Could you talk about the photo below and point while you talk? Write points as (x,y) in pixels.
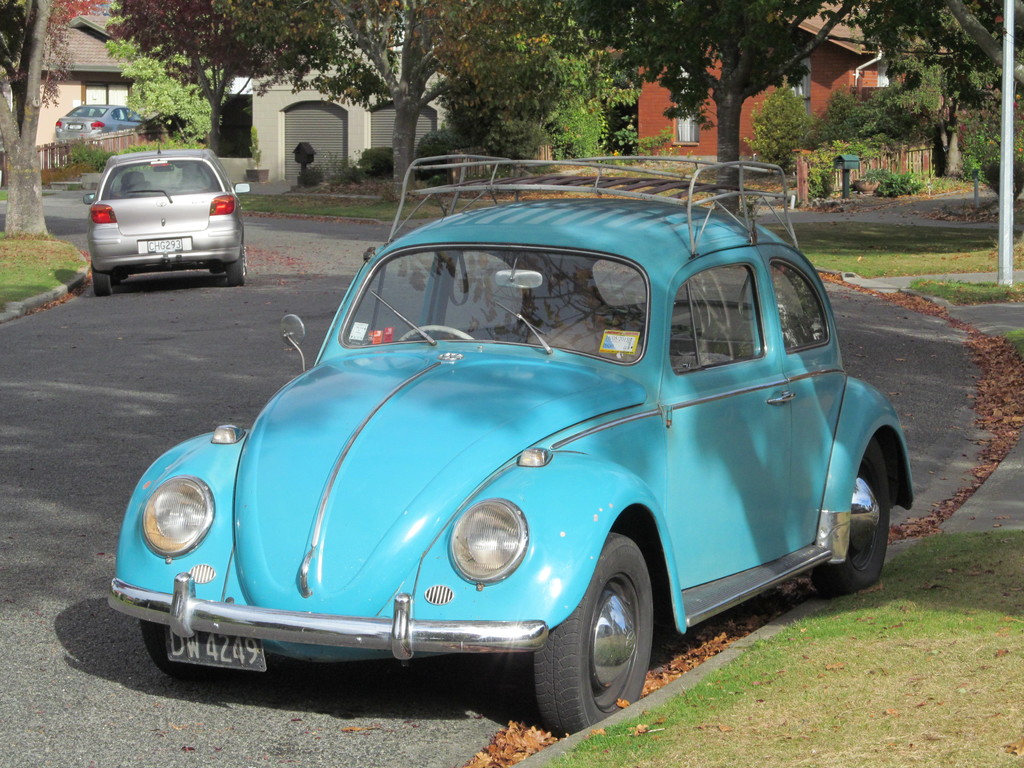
In this image I can see vehicles (356,357) on the road (252,268). In the background (560,95) I can see houses (663,95), trees (406,77), the grass (1000,287), poles (1004,258) and some other objects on the ground (816,204).
